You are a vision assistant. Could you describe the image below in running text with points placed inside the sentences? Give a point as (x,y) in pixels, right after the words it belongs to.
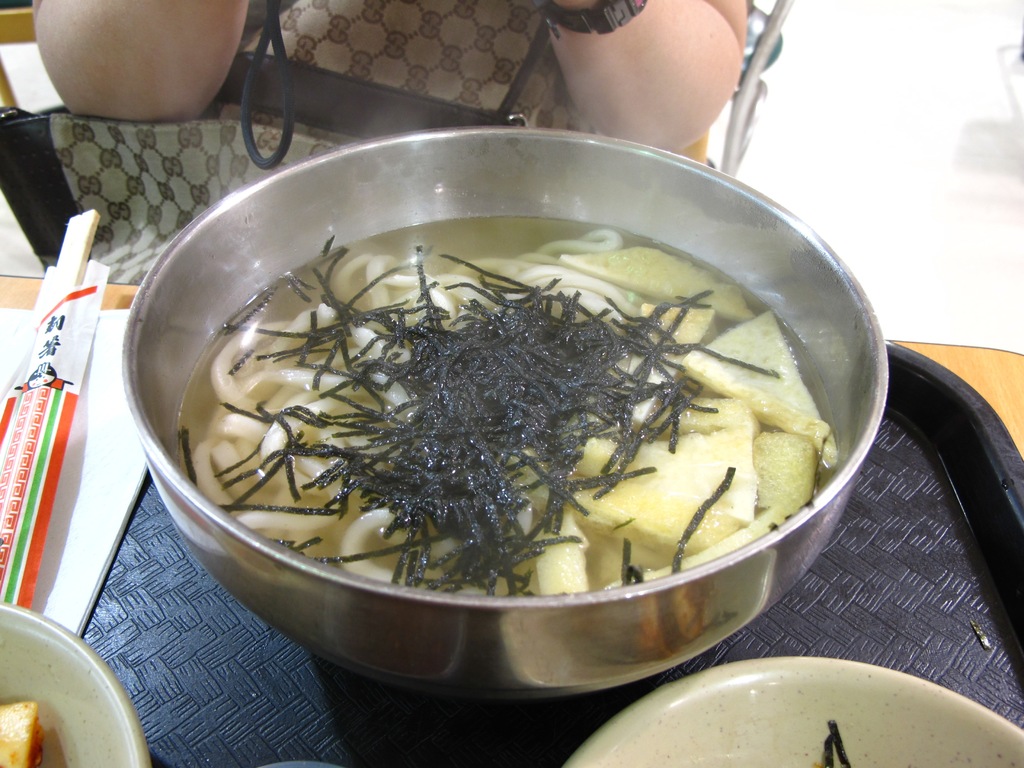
In this image on the table (985,357) there is a tray (228,635). On the tray (177,648) there is food (341,456) in the bowl (270,480). There are two bowls (664,726) here. These are chopsticks (80,252) in a packet (29,505). Few tissues (87,514) are there. In the background (141,117) a person (590,61) is there holding a bag (338,86).
